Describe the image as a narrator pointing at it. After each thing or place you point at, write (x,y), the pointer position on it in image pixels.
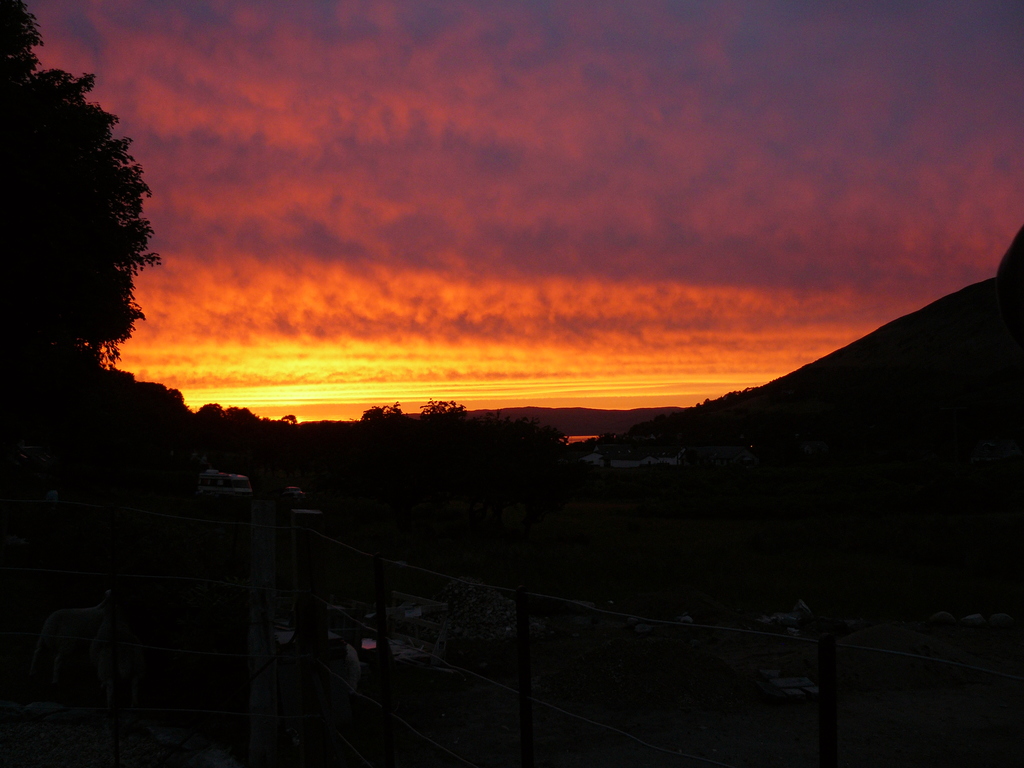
In this picture we can see a fence (277,656), vehicles (236,477), some objects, trees (445,432), mountains (574,424) and in the background (458,161) we can see the sky (445,156) with clouds (235,242).
